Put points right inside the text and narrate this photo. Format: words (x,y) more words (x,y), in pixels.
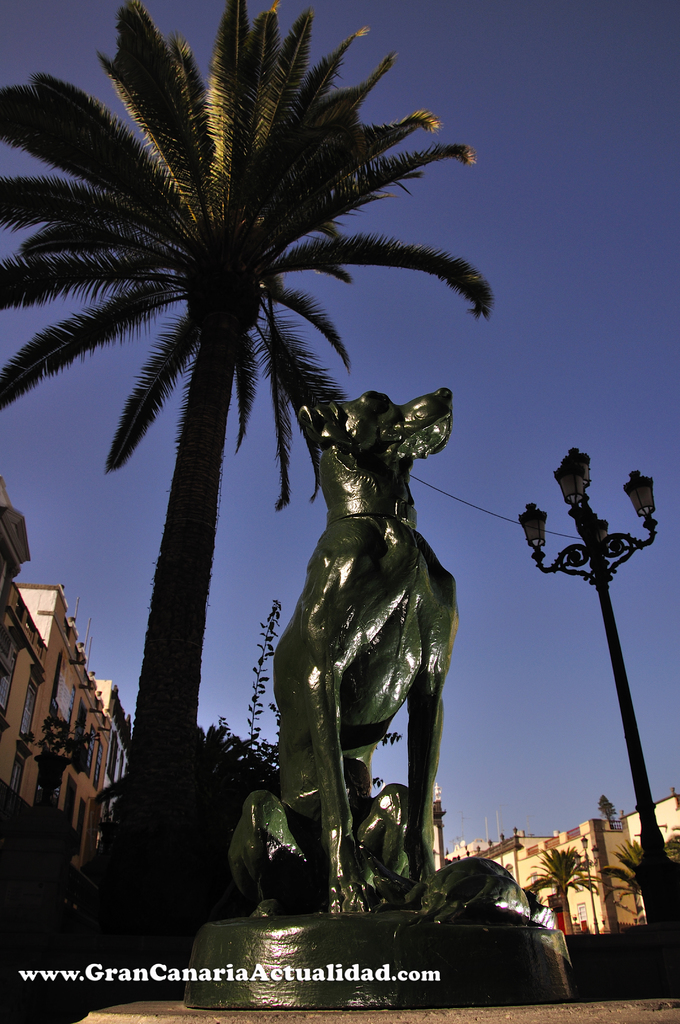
In this image there is a statue (350,767) in the center (360,671). In the background (201,642) there is a tree (197,597) and there is a pole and there are buildings (508,861).
